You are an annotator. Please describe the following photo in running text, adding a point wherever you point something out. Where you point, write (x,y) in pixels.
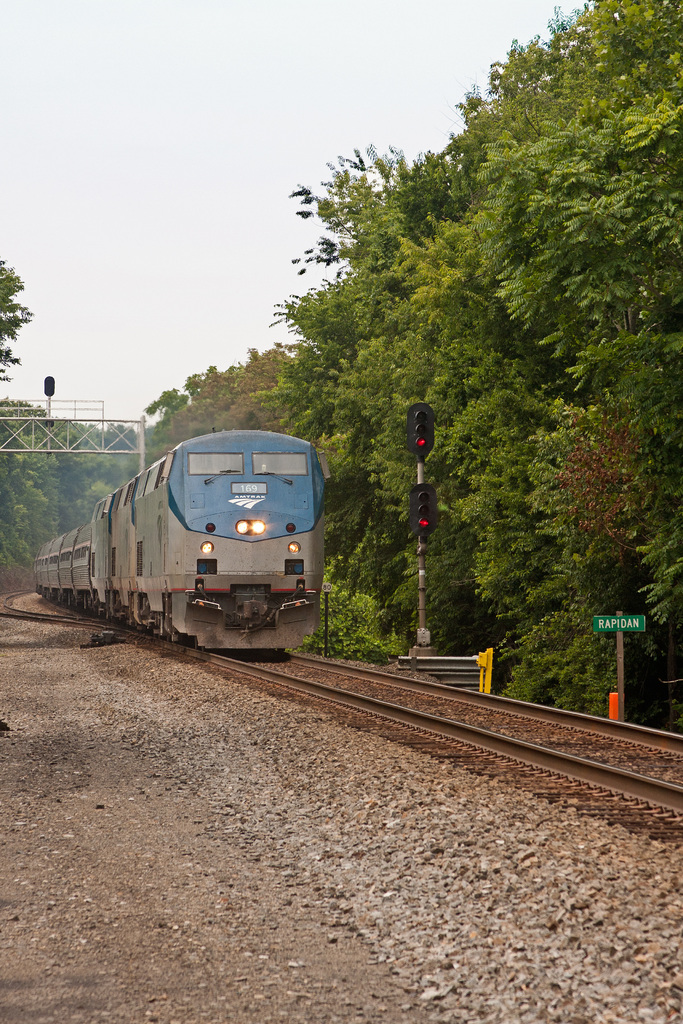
In this image we can see a train (282,626) on the track (563,743). We can also see some stones (519,913), a signboard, traffic signal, a metal frame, a group of trees (339,516) and the sky (149,244) which looks cloudy.
